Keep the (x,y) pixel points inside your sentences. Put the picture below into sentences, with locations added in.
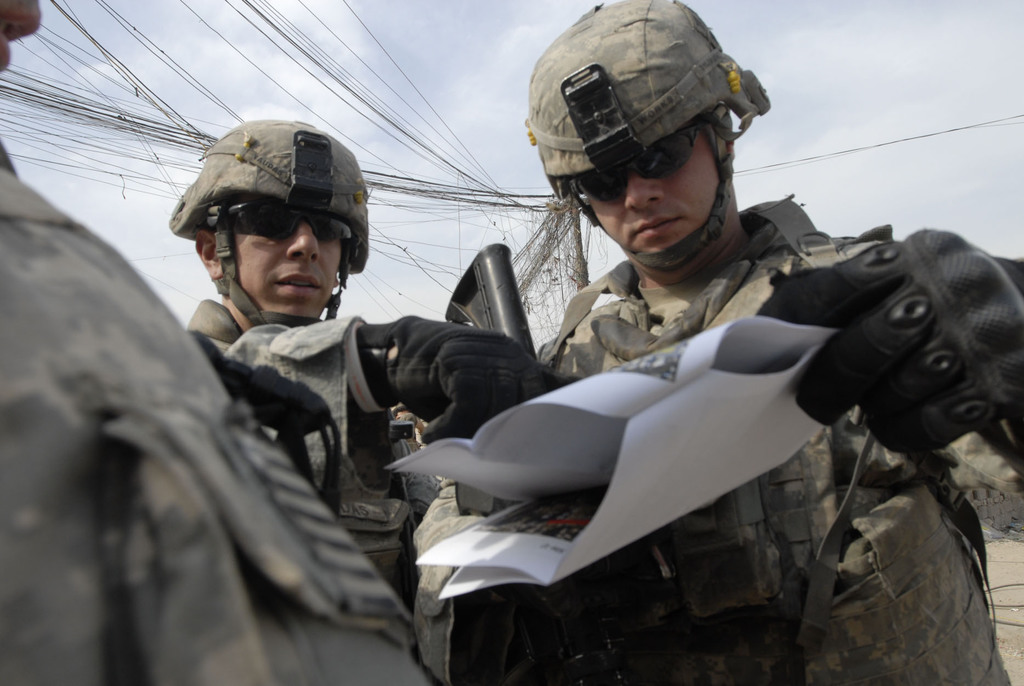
In the center of the image (505,334) we can see persons (602,346) holding guns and paper (537,482). In the background (533,217) we can see pole (579,266), wires (456,194), sky (842,96) and clouds (454,48).
